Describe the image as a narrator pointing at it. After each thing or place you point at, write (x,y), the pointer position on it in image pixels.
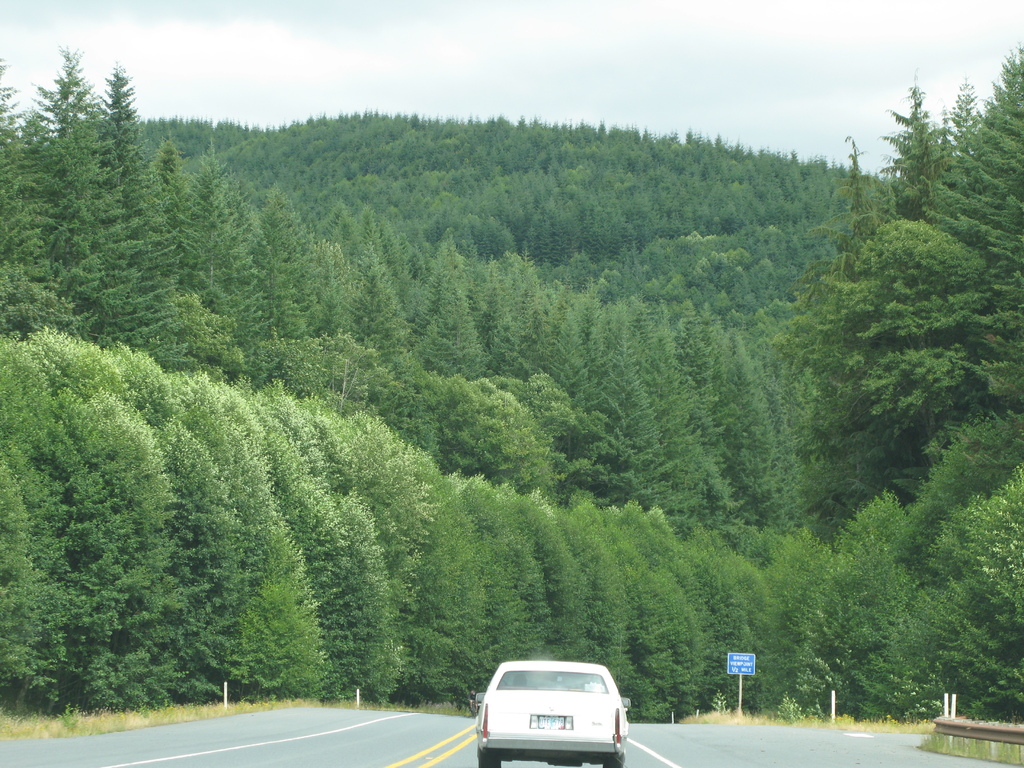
There is a car (566,725) on the road (356,740). In the background (452,380) there are trees (833,371). Also there is a pole (743,680) with a sign board (746,654). Also there is sky (511,78).
